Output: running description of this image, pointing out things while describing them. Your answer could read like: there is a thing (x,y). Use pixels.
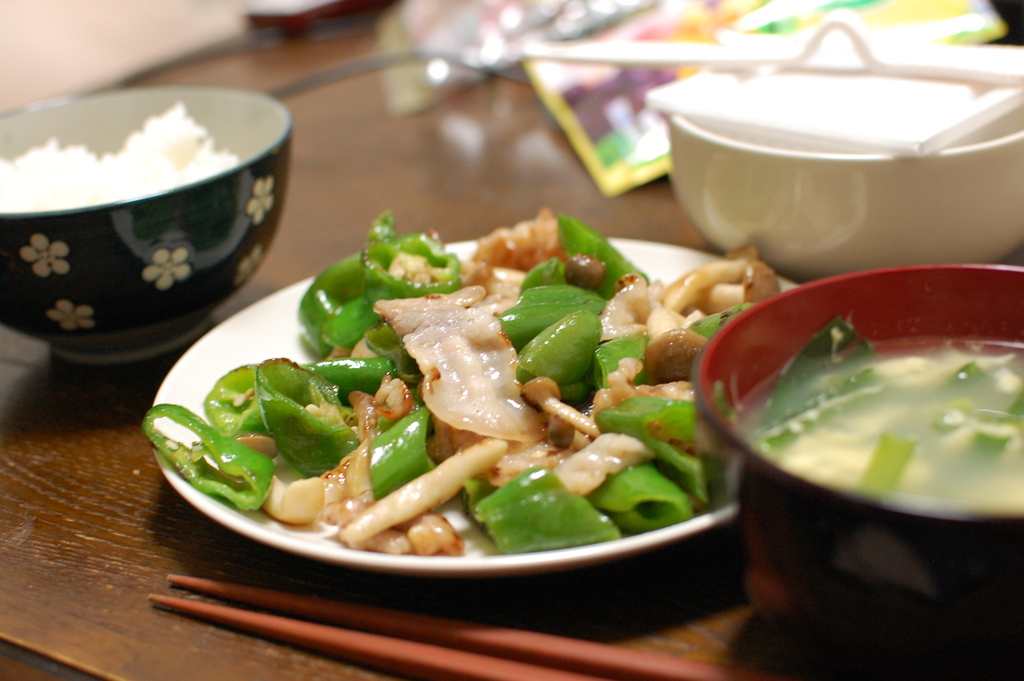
In this image we can see there are food items (328,270) in the plate (416,371) and bowls (140,283). There are objects (874,113) on the bowl (868,181).
